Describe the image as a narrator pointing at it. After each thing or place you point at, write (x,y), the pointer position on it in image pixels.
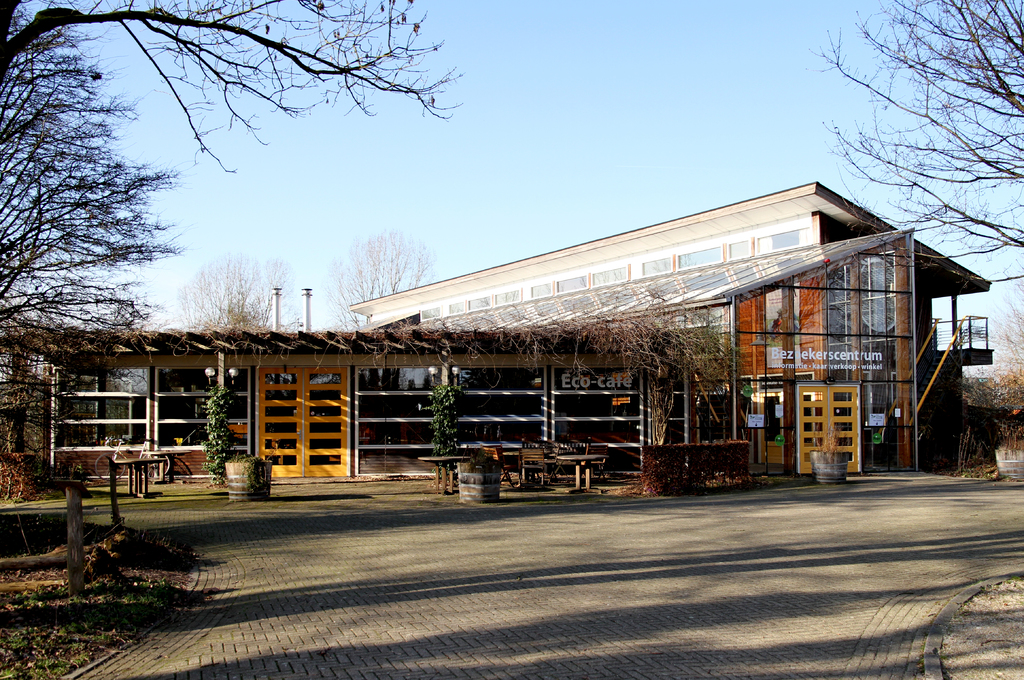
As we can see in the image there are buildings (413,401), trees (86,155), plants (220,454), tables (555,460) and sky (301,77).
